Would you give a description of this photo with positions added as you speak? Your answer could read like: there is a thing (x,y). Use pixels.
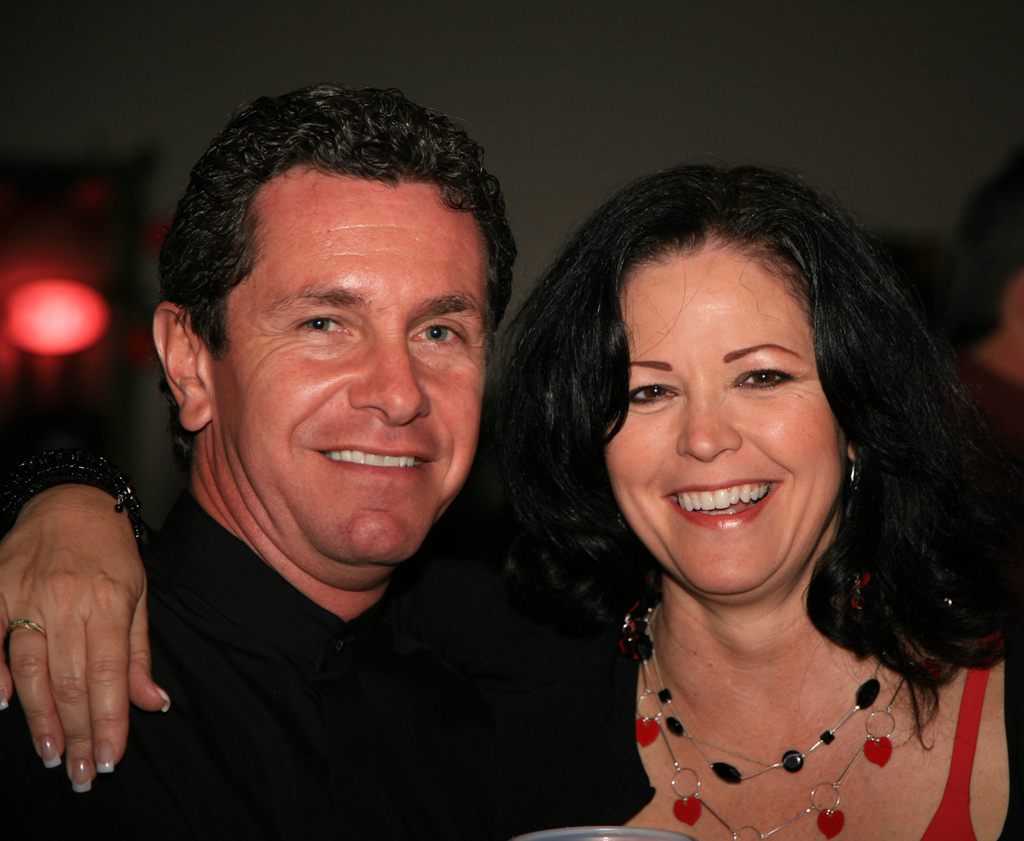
In the picture there are two people (606,496), they are laughing and posing for the photo and the background of the people (614,711) is blur.
